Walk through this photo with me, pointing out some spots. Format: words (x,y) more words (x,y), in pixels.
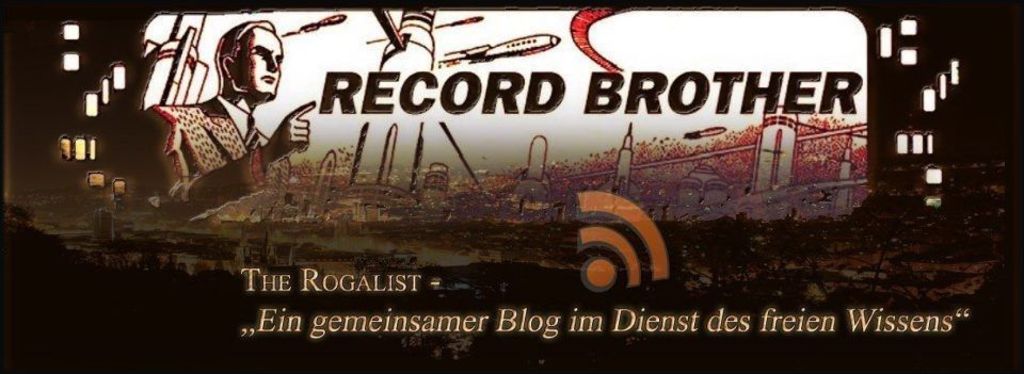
In this image I can see a poster (405,254). There are words (359,317), there is a image of a person (243,191), there are images (322,210) of buildings (526,213) and there are some other images (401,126) on it.
